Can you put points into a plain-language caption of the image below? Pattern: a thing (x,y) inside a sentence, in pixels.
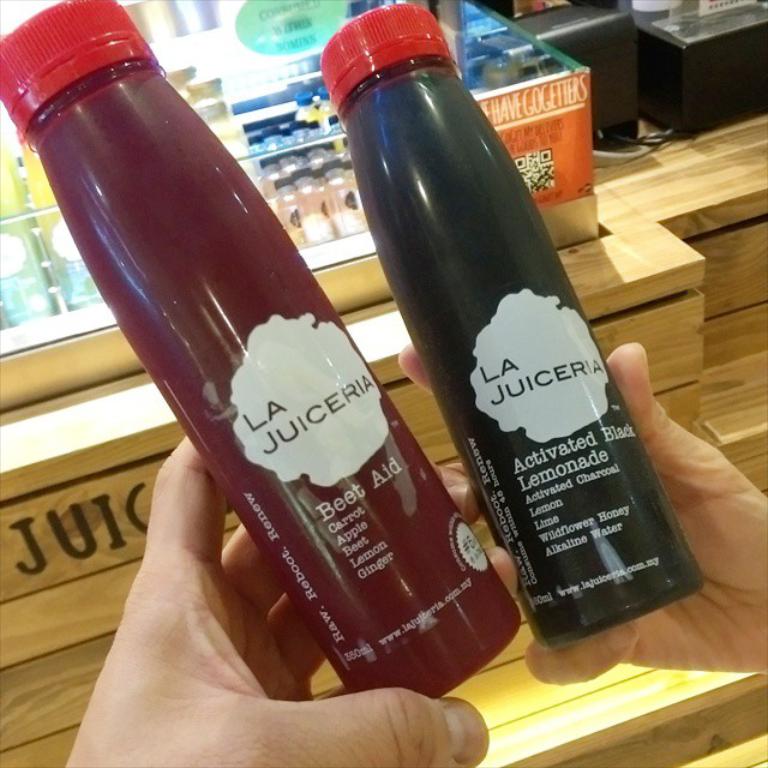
These are the two juice bottles (393,415) with red cap (344,60). These bottles (342,461) are hold by a person (402,719) in his hands (335,717). At background (290,209) I can see group of bottles (295,139) placed.
